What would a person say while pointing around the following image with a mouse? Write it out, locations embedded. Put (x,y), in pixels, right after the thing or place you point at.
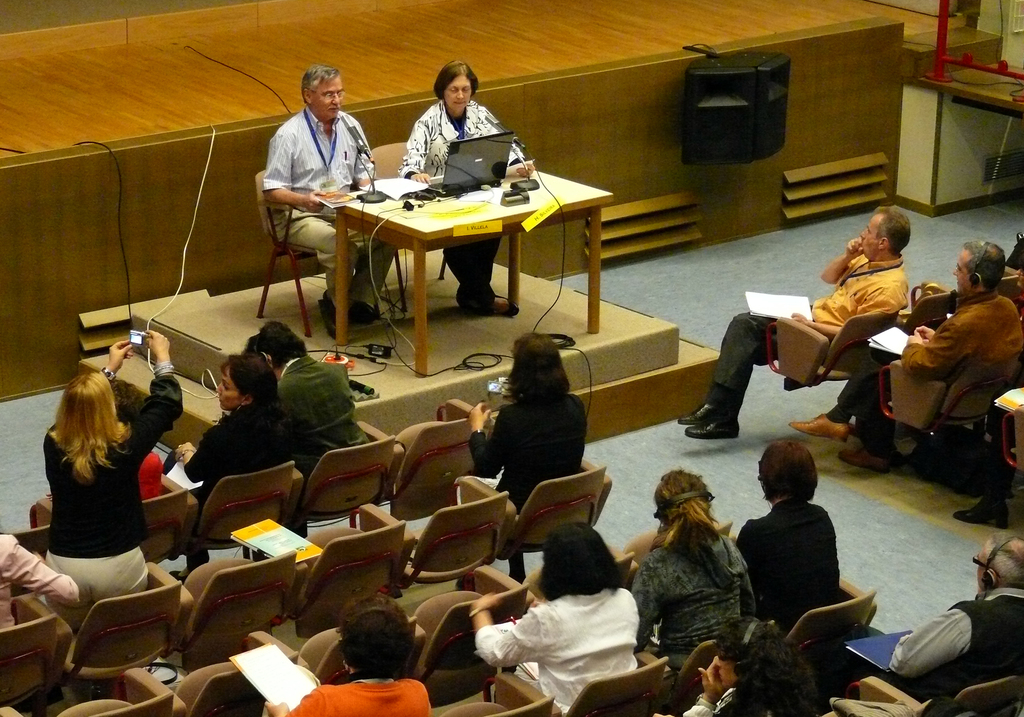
In this image i can see a group of people (379,616) sitting on chairs (377,161). I can see a table (436,200) on which there is a laptop (465,165) and microphone (526,190) and few other objects (425,195). In the background (715,135) i can see a speaker (723,114).
